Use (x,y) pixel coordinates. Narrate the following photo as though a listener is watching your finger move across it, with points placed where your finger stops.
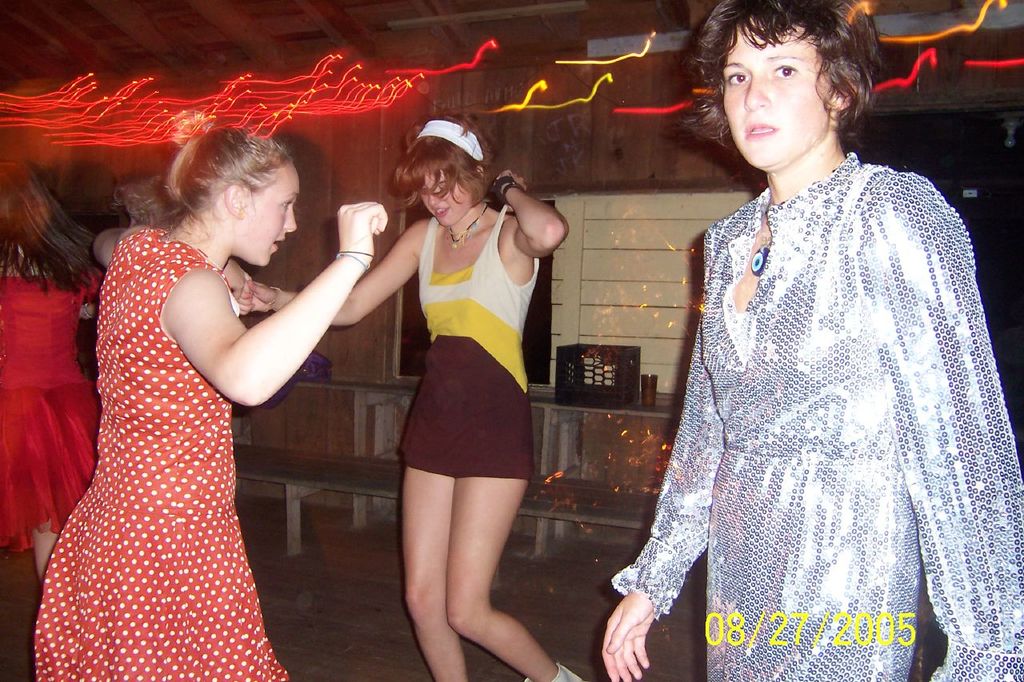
In the image there are three ladies (322,300) dancing on the floor (933,655) and behind them there is a wall (568,250) with a shelf (536,394) and somethings (627,382) on it.
